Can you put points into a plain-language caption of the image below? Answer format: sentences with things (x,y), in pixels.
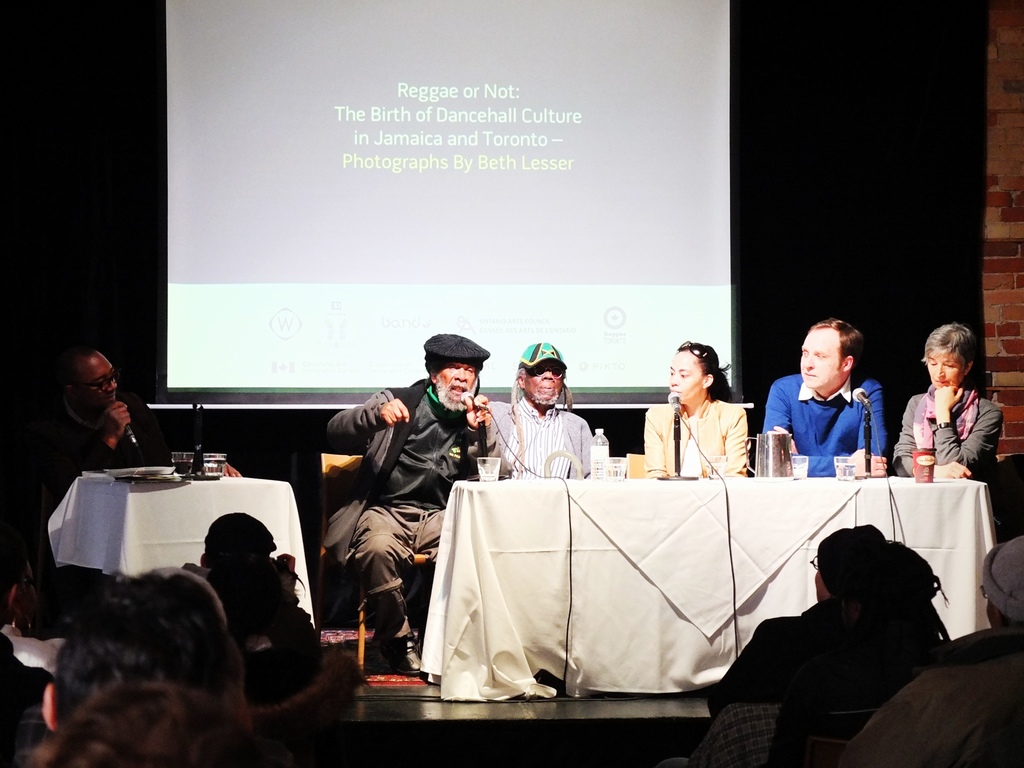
In the center of the image (472,386) there are persons (398,416) sitting at the table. On the table (470,559) we can see cloth (462,551), glasses (797,470), bottles (600,436) and mics (482,454). At the bottom of the image (83,739) we can see persons (352,665). In the background (300,231) we can see wall (1020,251) and screen (353,225).
